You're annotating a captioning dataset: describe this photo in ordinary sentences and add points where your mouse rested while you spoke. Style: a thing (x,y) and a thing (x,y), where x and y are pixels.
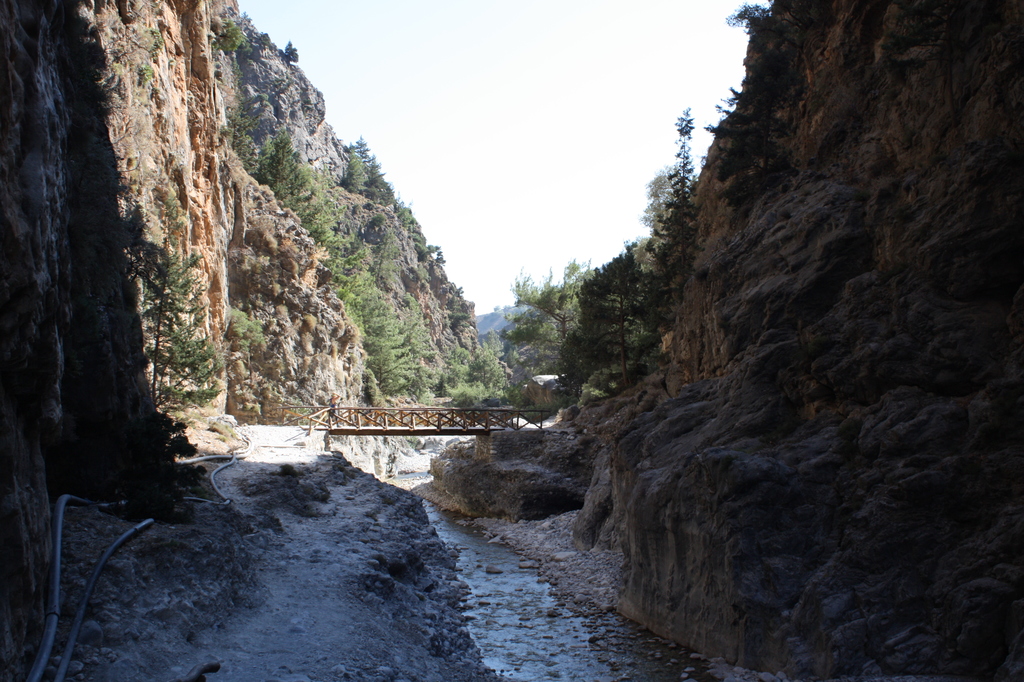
In this image I can see the water (491,607). On both sides of the water (533,576) I can see the mountains (65,418). In the background (332,424) I can see the bridge (373,413), many trees (410,321) and the sky (500,155).
